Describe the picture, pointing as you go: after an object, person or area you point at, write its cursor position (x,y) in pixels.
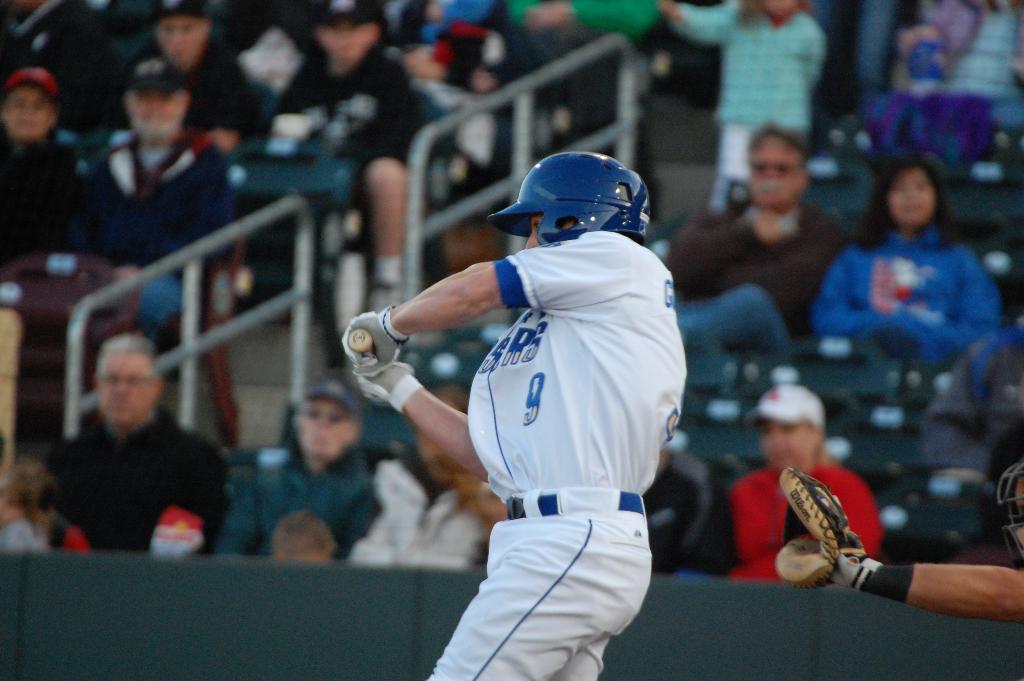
In the middle of the image (501,273) a man (517,207) is standing and holding a baseball bat (359,336). Beside him there is fencing (119,563). Behind the fencing (196,563) few people (443,560) are sitting and watching. In the bottom right corner of the image (808,475) we can see a hand (794,578).
